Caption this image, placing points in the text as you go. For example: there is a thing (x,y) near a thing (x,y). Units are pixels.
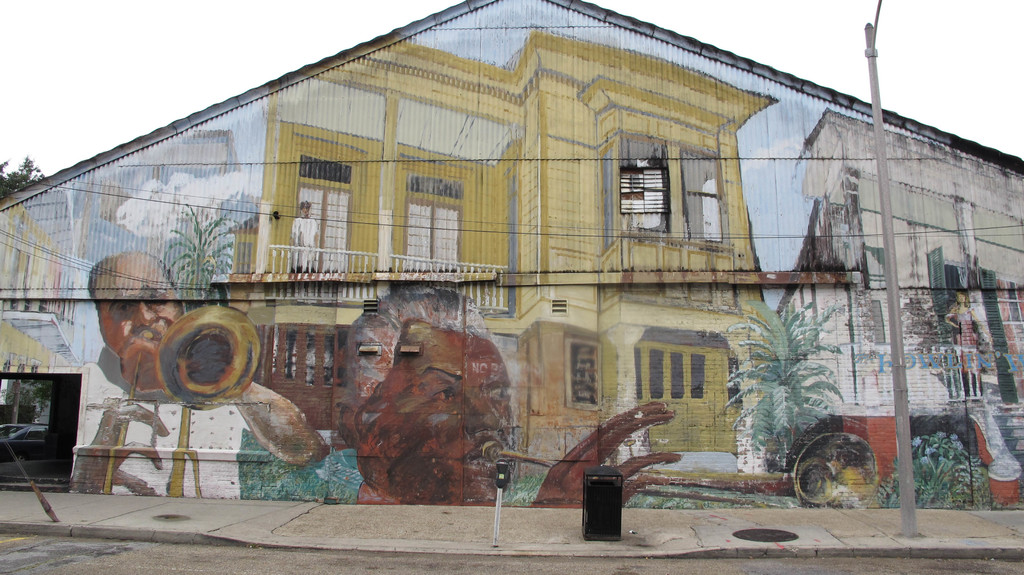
This is the picture of a building (439,300). In this image there is a building (548,438) and there is a painting (693,315) of a building (517,428) and people (349,389) and trees (817,360) and sky (68,267) on the wall (24,338). On the left side of the image (13,444) there is a vehicle (44,427) and tree (22,402). In the foreground (958,532) there is a trash bin (592,537), pole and there are manholes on the footpath (762,551). At the top (145,43) there is sky (145,43). At the bottom (104,559) there is a road (94,574).
